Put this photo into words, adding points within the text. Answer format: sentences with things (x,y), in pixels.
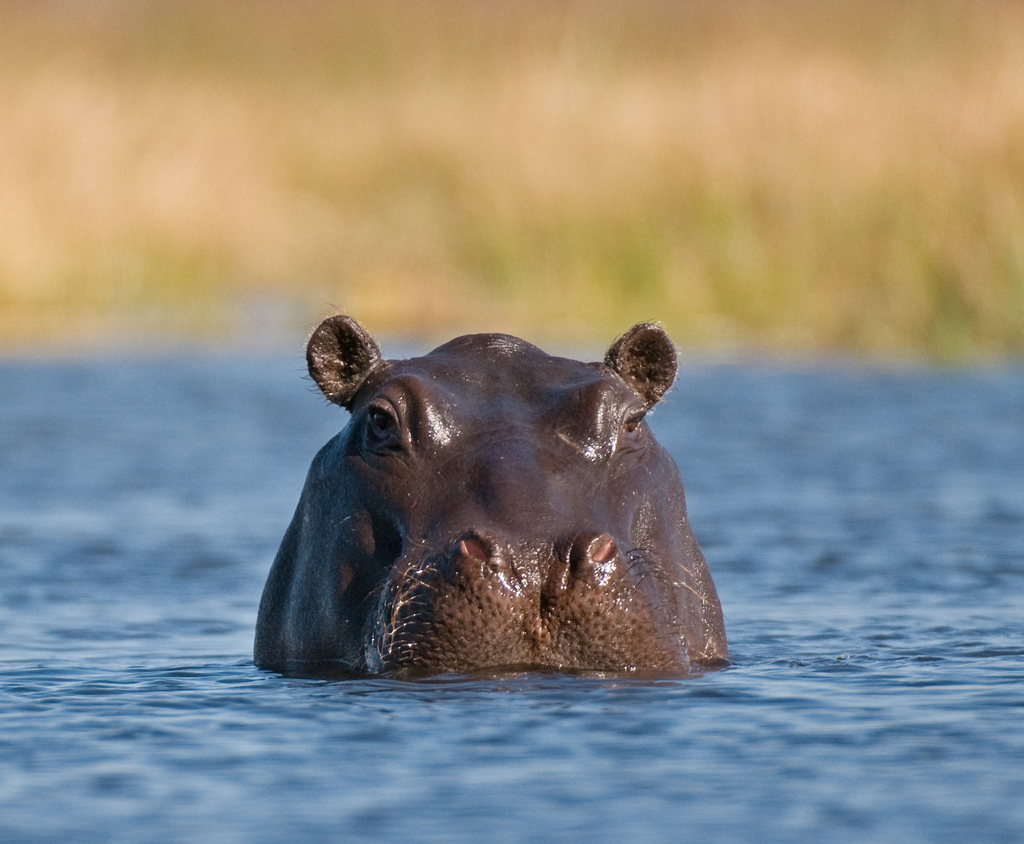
In this image we can see an animal (452,623) in the water (502,688) and the background (583,147) is blurred.
